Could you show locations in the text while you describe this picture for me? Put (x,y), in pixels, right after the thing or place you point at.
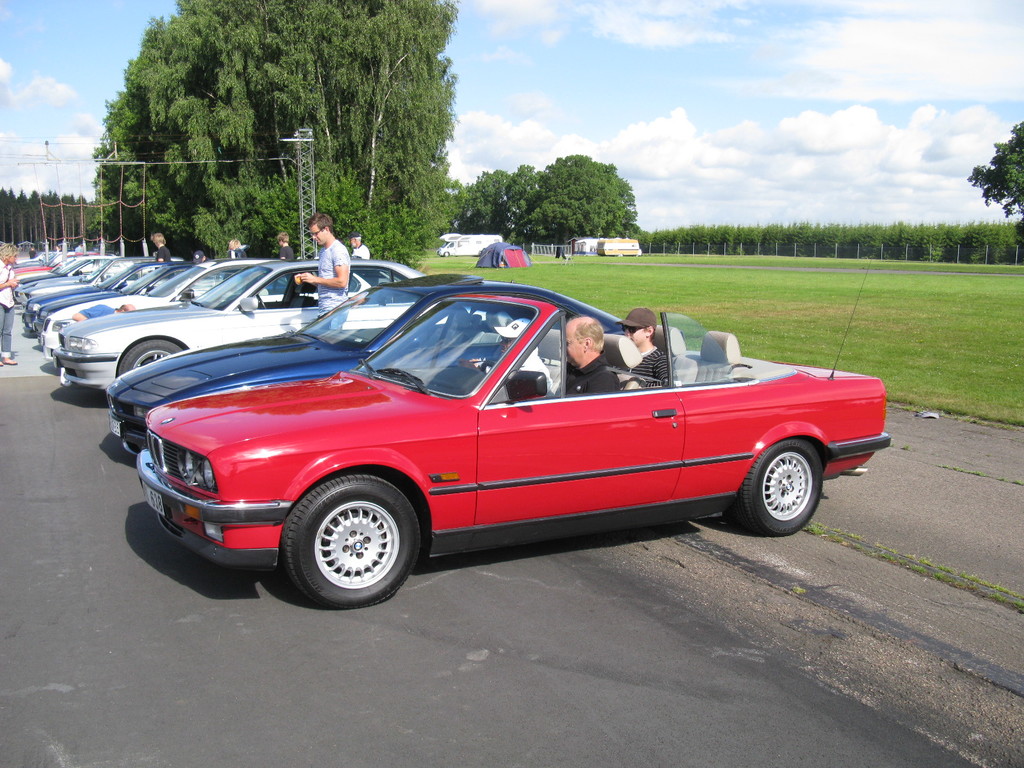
In this picture we can see three people (569,376) in a car (452,370). There are a few vehicles (210,286) visible on the path (14,341). We can see a few people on the path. There is a tent (514,253) visible in the grass (717,264). We can see a few poles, vehicles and trees (543,229) in the background (488,223).
